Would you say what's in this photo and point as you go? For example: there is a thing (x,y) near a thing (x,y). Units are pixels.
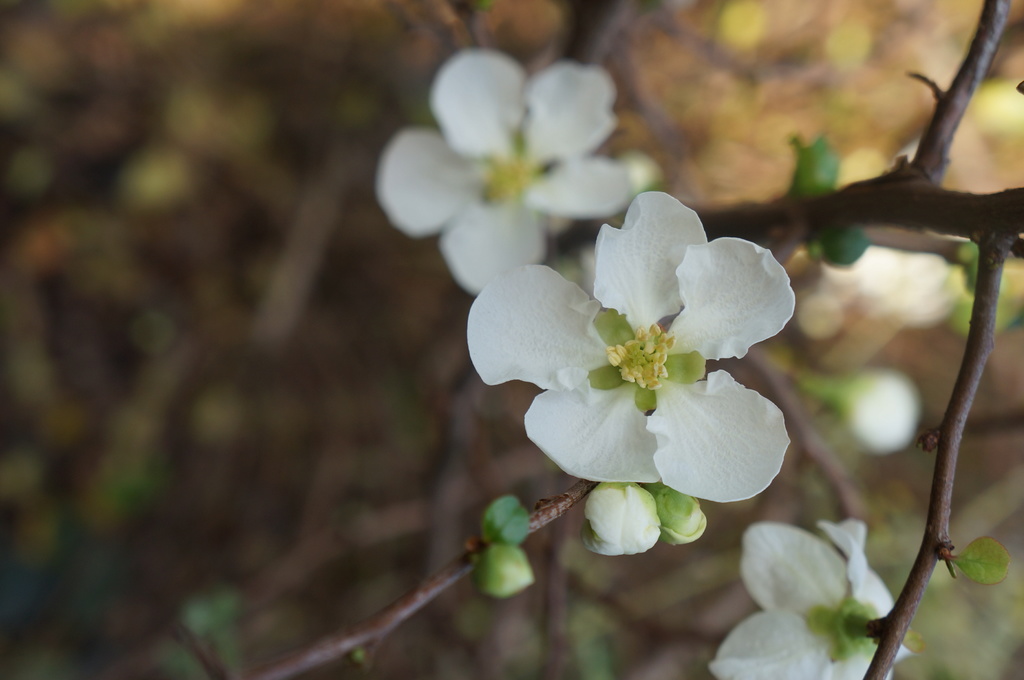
In this image we can see some flowers (838,635), buds (882,422) in a tree (487,542) and the background (14,560) is blurred.
